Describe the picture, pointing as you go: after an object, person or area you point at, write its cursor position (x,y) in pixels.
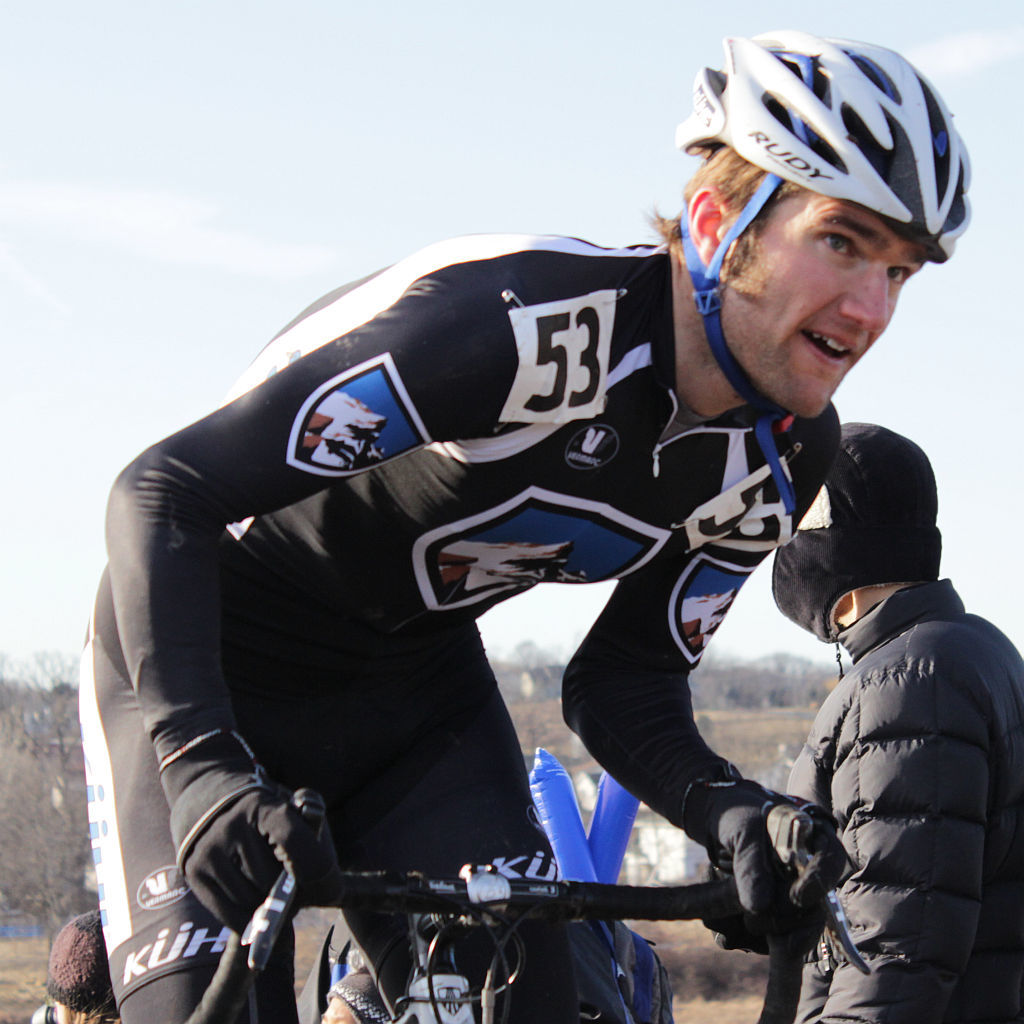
There is one person (373,530) wearing a white color helmet (821,177) and riding a bicycle (428,902) as we can see in the middle of this image (483,570). There is one person (845,899) standing on the right side of this image (900,847). It seems like there are some trees (36,764) in the background (60,767). There is a sky (272,253) at the top of this image (436,223).
